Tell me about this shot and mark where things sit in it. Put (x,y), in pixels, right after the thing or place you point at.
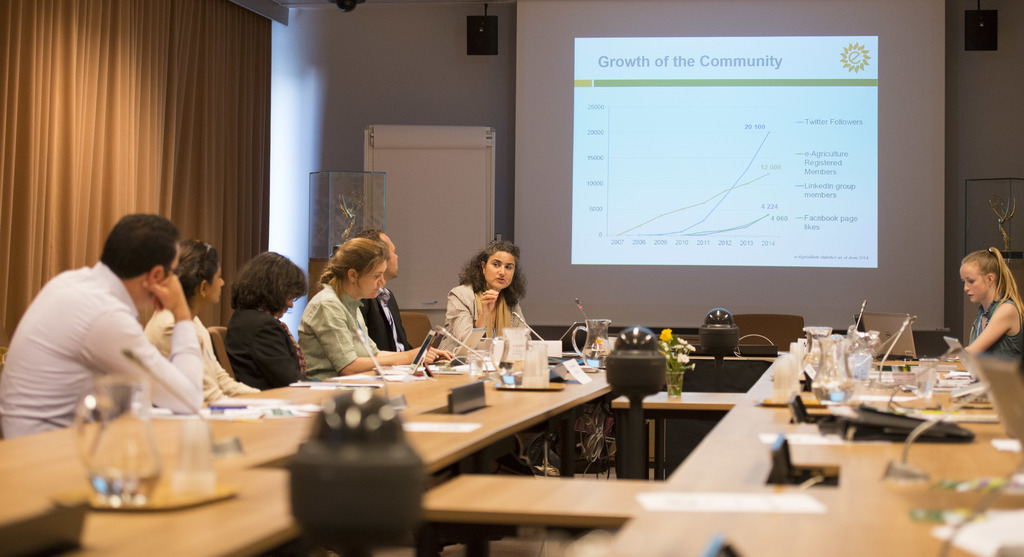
This image is clicked in a room (208,377) where there is a curtain (144,169) on the left side (65,247). There are tables (671,524) and chairs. People (41,394) are sitting around the table (174,427) on the chairs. On the table (779,424) there are mike's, laptops (891,354), papers (404,370), napkins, jar (111,429), glass (200,457). There is a screen (695,326) in the middle (629,265). There are speakers (982,39) on the top (480,39).
